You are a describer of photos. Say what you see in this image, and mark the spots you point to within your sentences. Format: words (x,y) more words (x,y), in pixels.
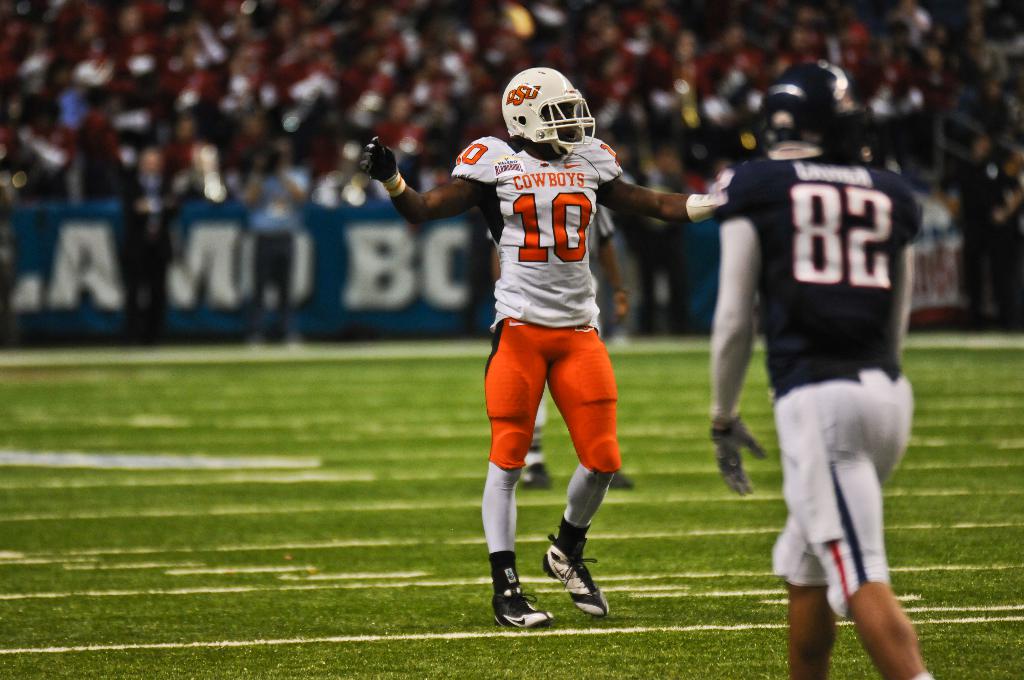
In this image I can see few people (559,304) are wearing different color dresses (543,305). Back I can see the boards (56,300) and blurred background (60,243).
